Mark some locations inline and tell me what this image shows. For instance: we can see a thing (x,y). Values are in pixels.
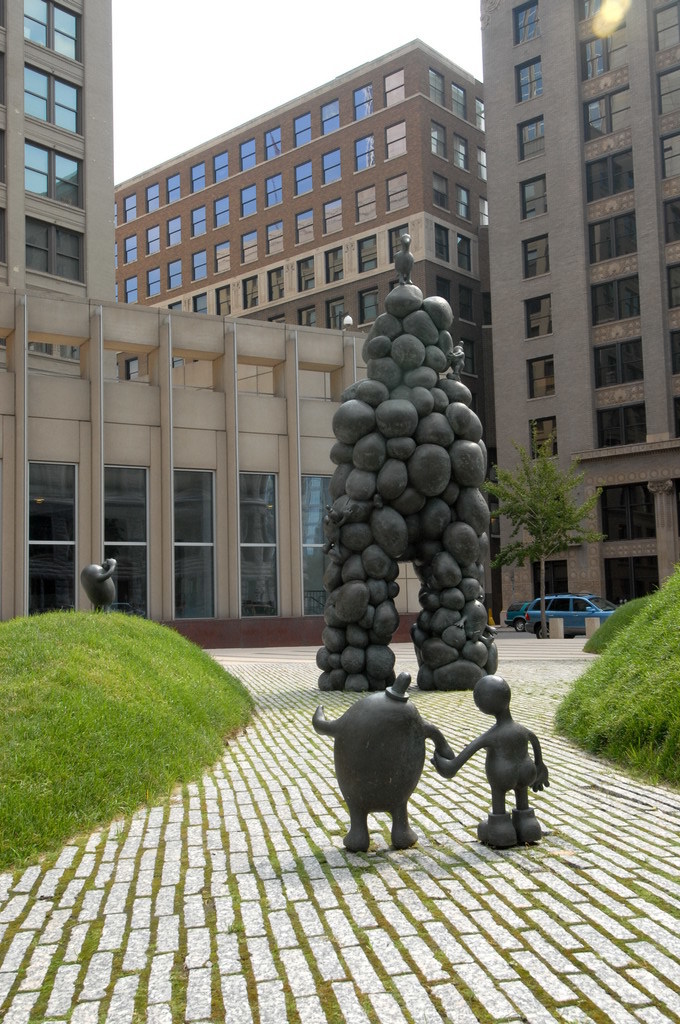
In this picture there are sculptures (346,517) in the center of the image (365,611) and there is greenery (635,635) on the right (640,648) and left side of the image (112,766) and there are skyscrapers (354,202) in the background area of the image (263,254).
